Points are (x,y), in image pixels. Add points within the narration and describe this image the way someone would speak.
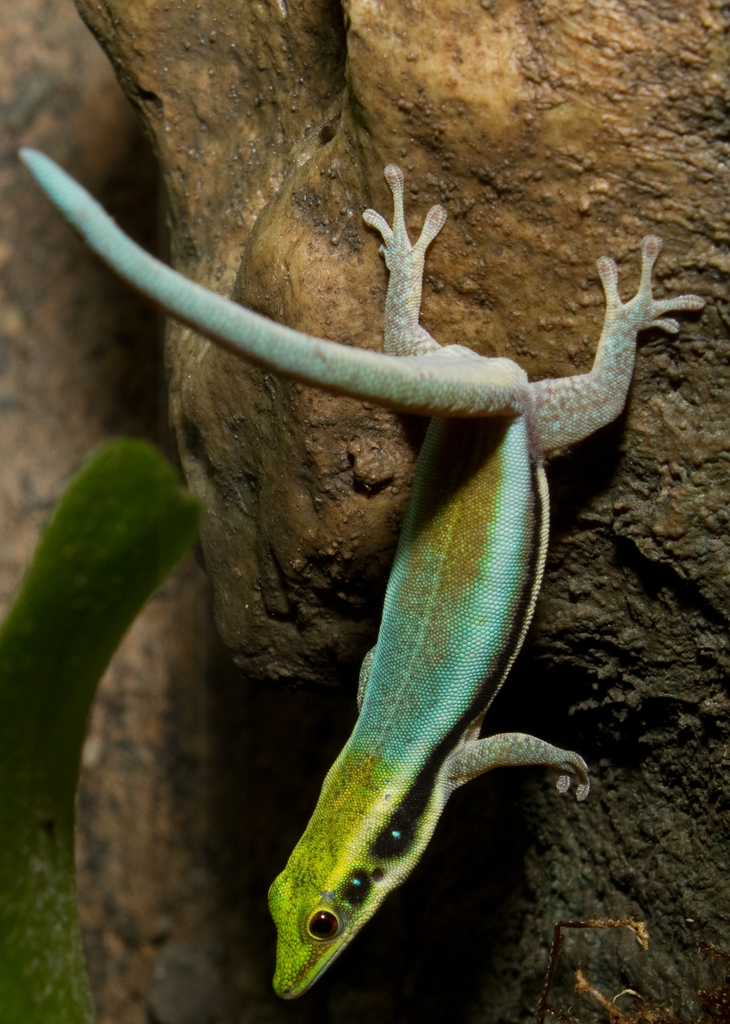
In this picture we can see lizard (436,614) on the rock (433,272).
